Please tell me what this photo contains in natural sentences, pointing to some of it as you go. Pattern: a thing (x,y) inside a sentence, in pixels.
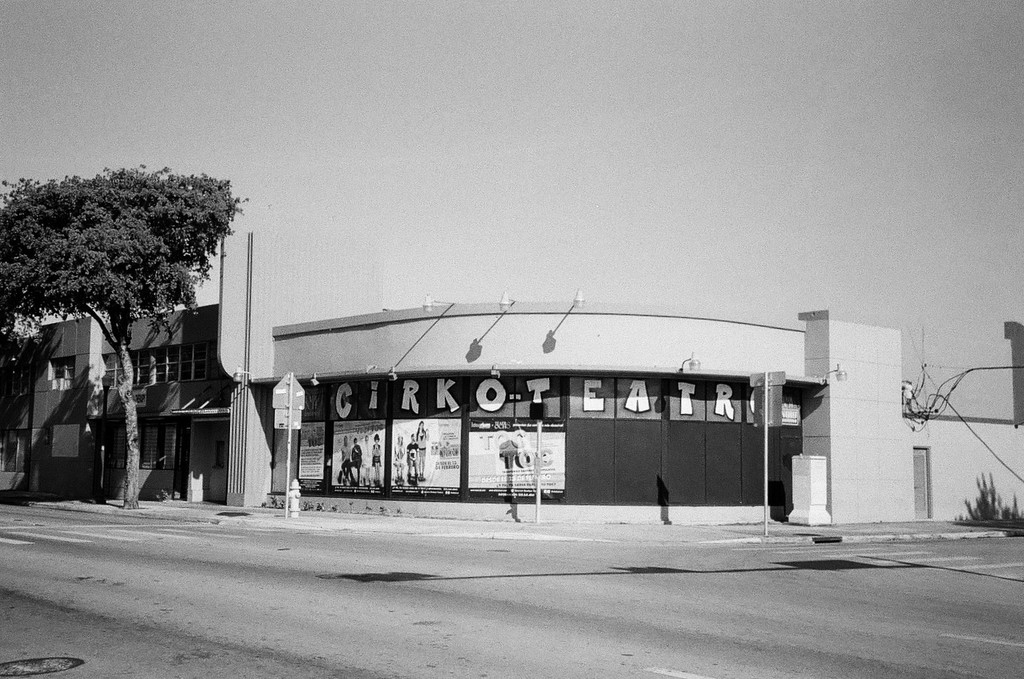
This picture is in black and white. In the center (451,451), there is a building (419,434) with some text (535,458). Before it, there is a road (811,649). Towards the left (79,298), there is a tree (121,365). On the top (572,113), there is a sky (436,154).
